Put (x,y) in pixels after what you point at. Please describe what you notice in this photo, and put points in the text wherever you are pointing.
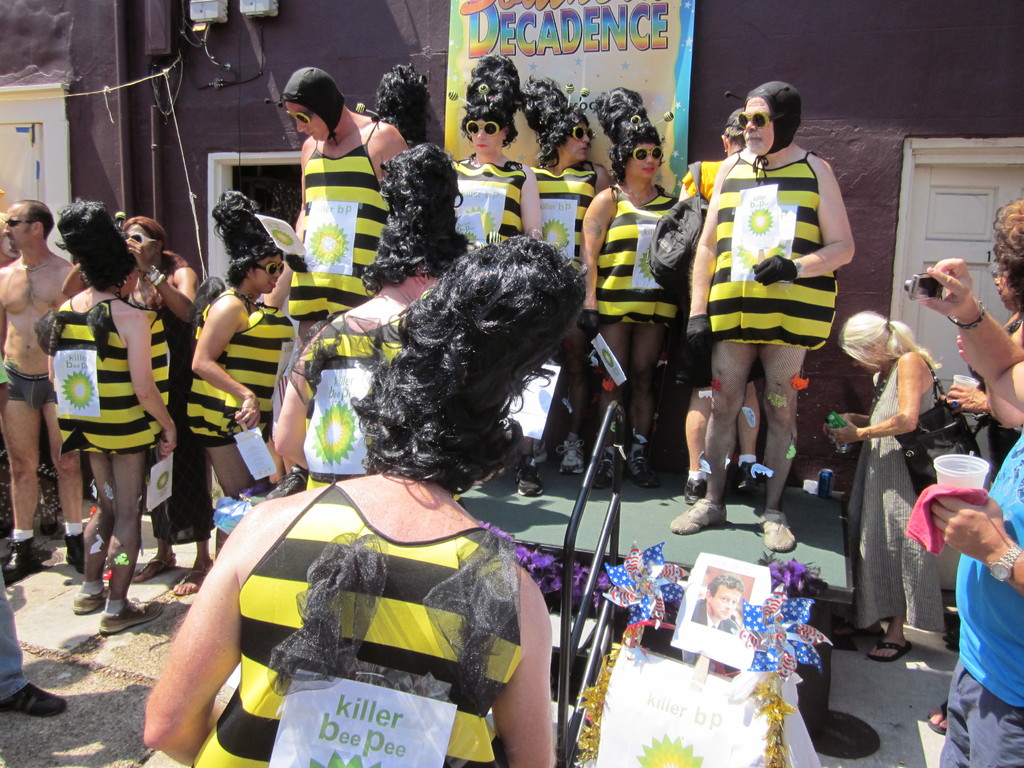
In this image we can see a few people (409,556), among them some people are standing on the stage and holding some objects (783,215), there are some flowers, photograph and a staircase (572,627) in the background (52,126) we can see a wall (227,49) with doors (37,118), poster (599,125) and some other objects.
